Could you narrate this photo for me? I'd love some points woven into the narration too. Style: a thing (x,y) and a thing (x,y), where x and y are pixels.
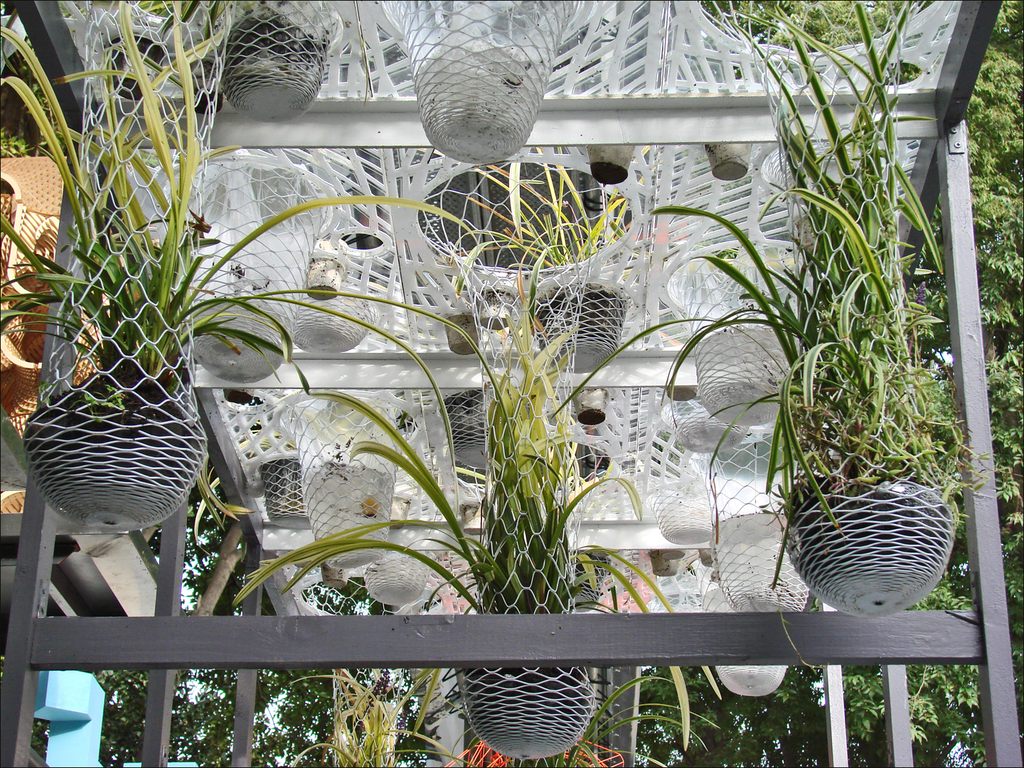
In this image in the center (616,266) there is a roof (682,111) and there are some flower pots (137,520), net (162,319) and plants (219,514). And in the background (965,560) there are some trees (871,669) and objects (95,578).
